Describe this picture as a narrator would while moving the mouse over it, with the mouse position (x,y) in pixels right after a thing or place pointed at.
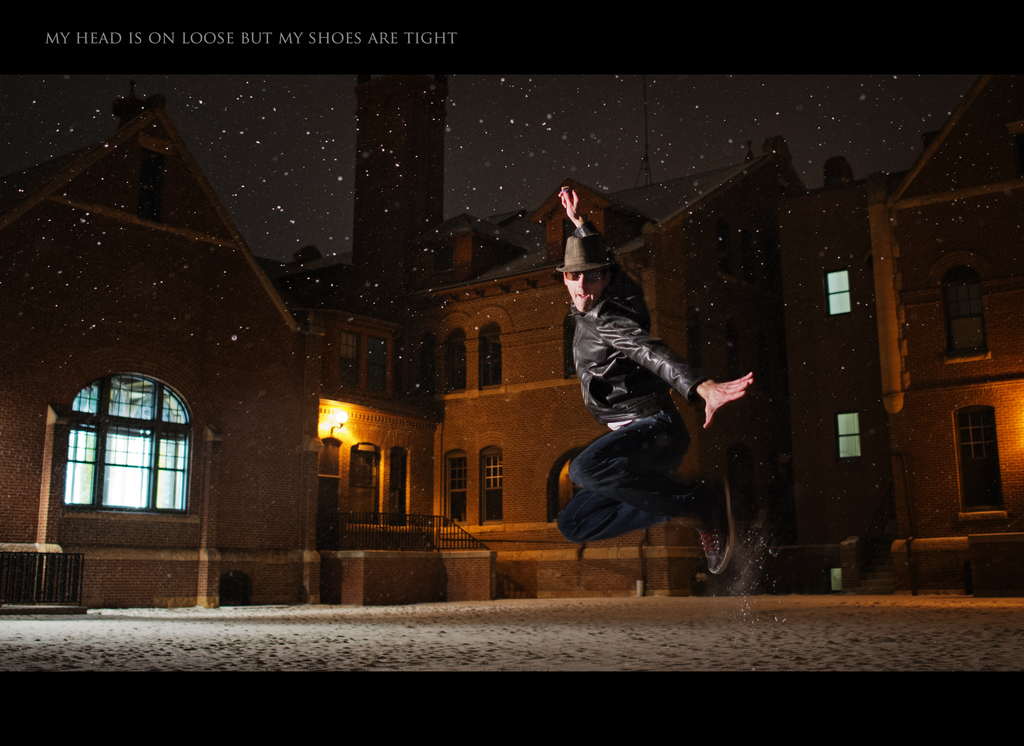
In this picture we can see a person (595,513) is in the air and in the background (534,510) we can see buildings (504,512) and some objects (402,520), in the top left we can see some text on it.
